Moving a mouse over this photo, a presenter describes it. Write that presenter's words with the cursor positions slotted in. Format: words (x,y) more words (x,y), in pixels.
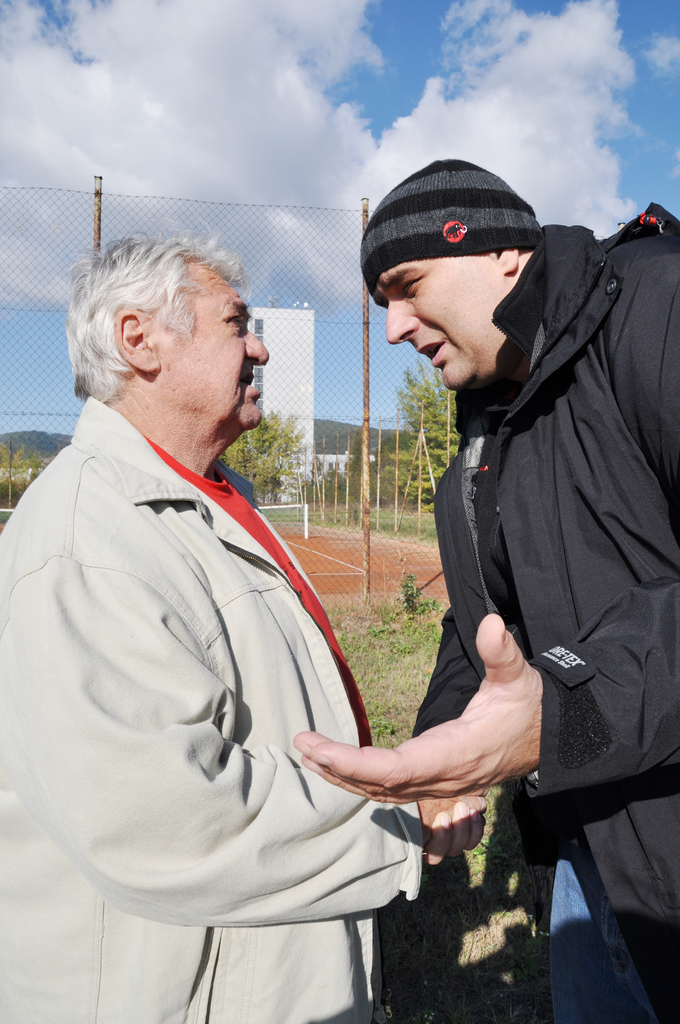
In this image in the center (232,672) there are persons (296,672) standing and shaking hands (488,620) and having conversations with each other. In the background (378,643) there is grass (389,639) on the ground (385,604) and there is a fence (356,477) and there are trees (405,445) and there is a building (280,393) which is white in colour and the sky (280,135) is cloudy.
